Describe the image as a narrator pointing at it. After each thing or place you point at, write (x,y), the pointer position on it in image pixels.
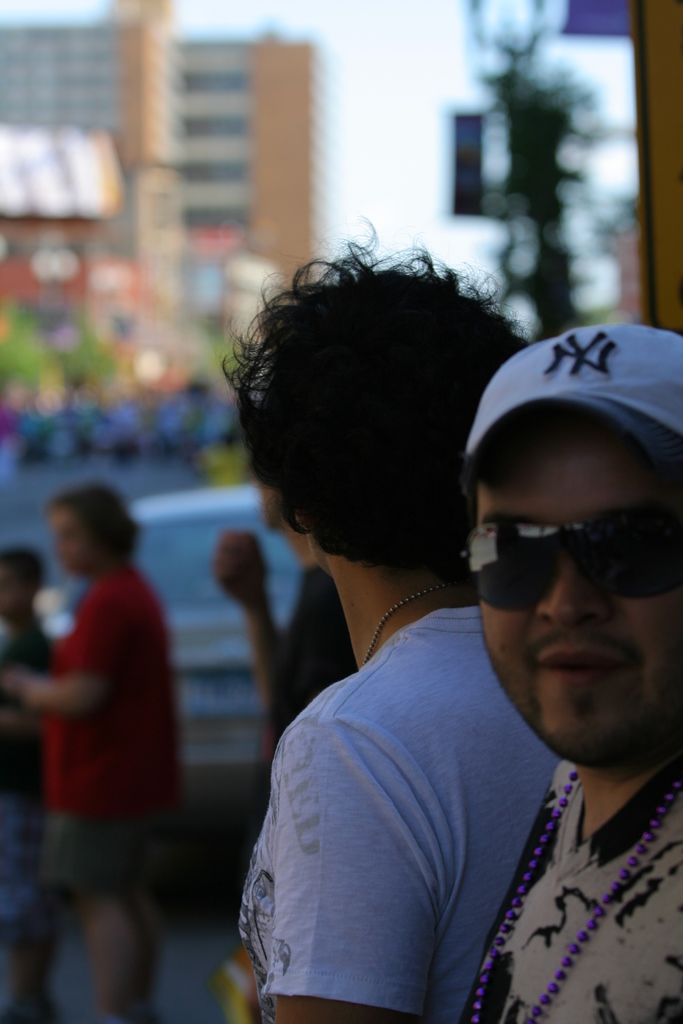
At the bottom of the image (125,931) few people (679,430) are standing. Behind them we can see some buildings (282,116), trees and vehicles (161,520). At the top of the image (372,157) we can see the sky (628,70). Background of the image (25,160) is blur.
